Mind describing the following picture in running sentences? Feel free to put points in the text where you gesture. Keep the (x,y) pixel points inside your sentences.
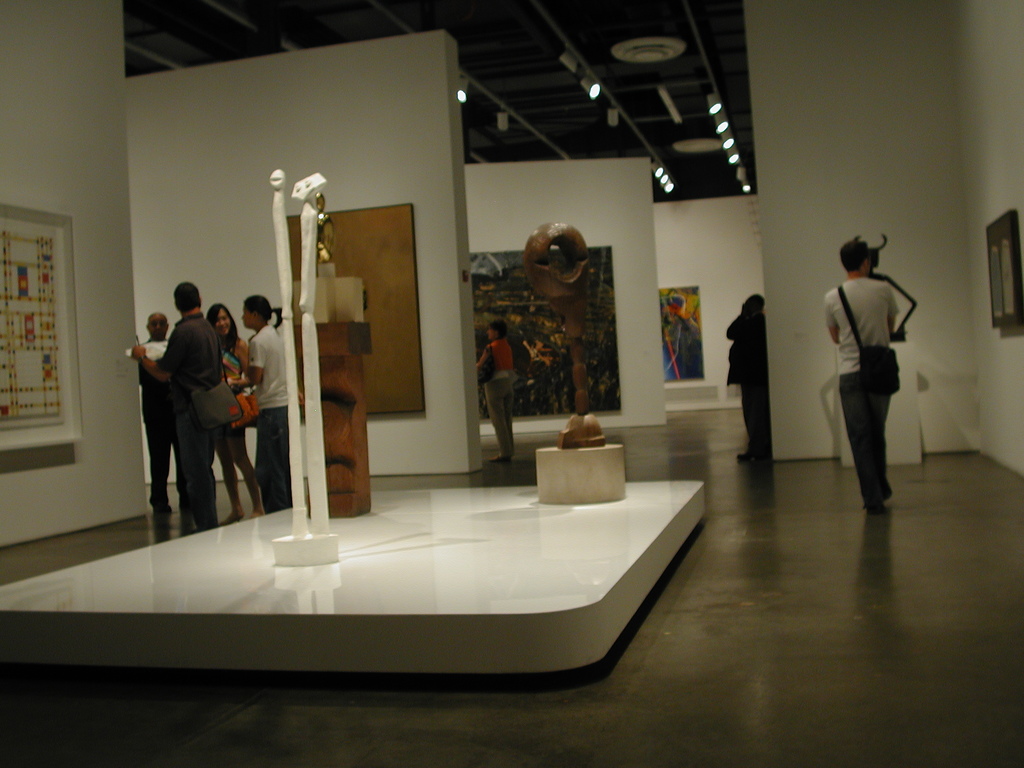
In this image we can see the persons (852,443) standing on the floor (813,495). And there are frames (601,315) attached to the wall (747,228). There are statues (574,447) on the white color surface (347,519). At the top (602,16) there is the ceiling (644,127) with lights (718,127).
